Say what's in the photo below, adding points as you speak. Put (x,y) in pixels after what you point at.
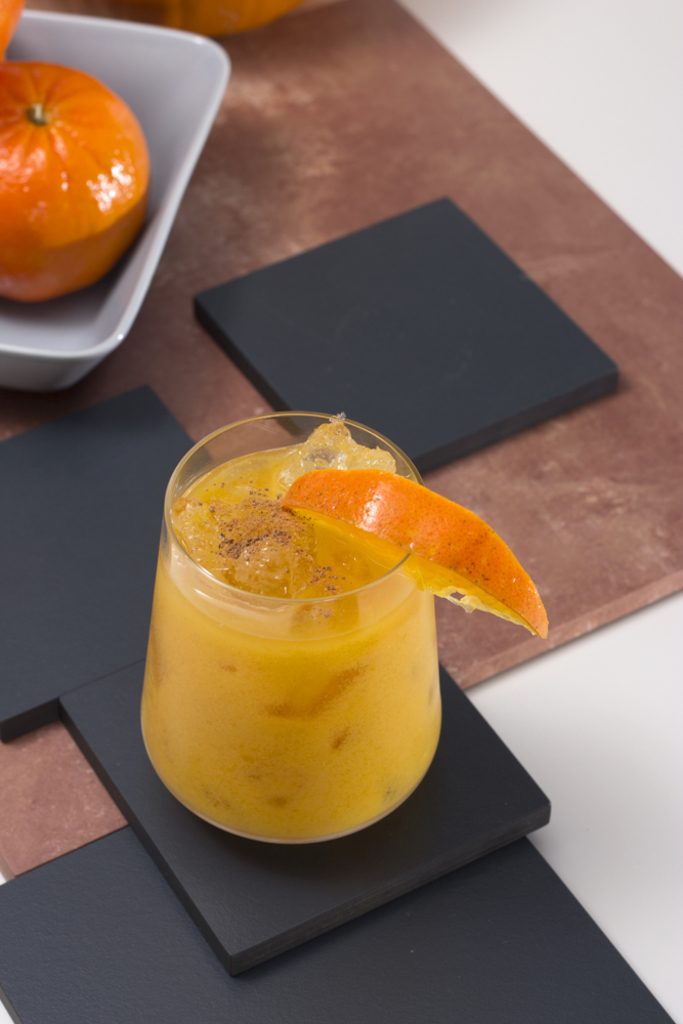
There is a white surface (603,648). On that there is a wooden board (551,537). On that there are black items (334,874). Also there is a tray (84,317) with fruits (83,169). And there is a glass (284,649) with juice (252,659). On the glass (392,575) there is a slice of orange (386,563).
